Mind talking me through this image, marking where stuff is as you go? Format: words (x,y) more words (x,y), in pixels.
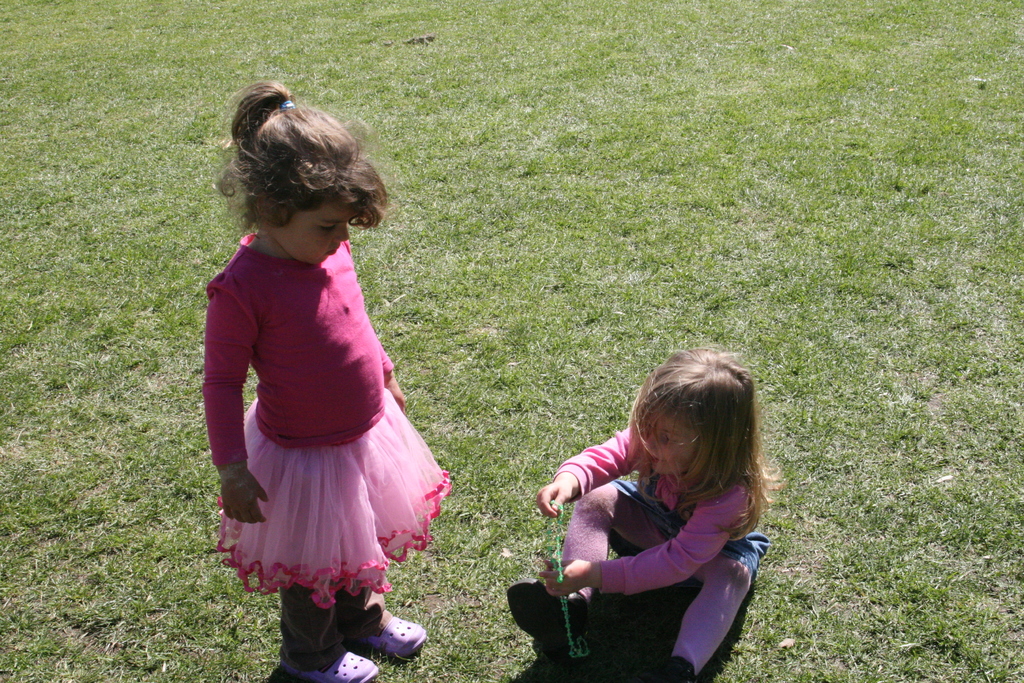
This picture shows a girl (568,549) seated and a girl (407,429) standing and we see grass (535,249) on the ground (430,331) and a girl (349,242) wore pink color frock (349,280) and another girl (608,485) wore pink color dress (560,471).
